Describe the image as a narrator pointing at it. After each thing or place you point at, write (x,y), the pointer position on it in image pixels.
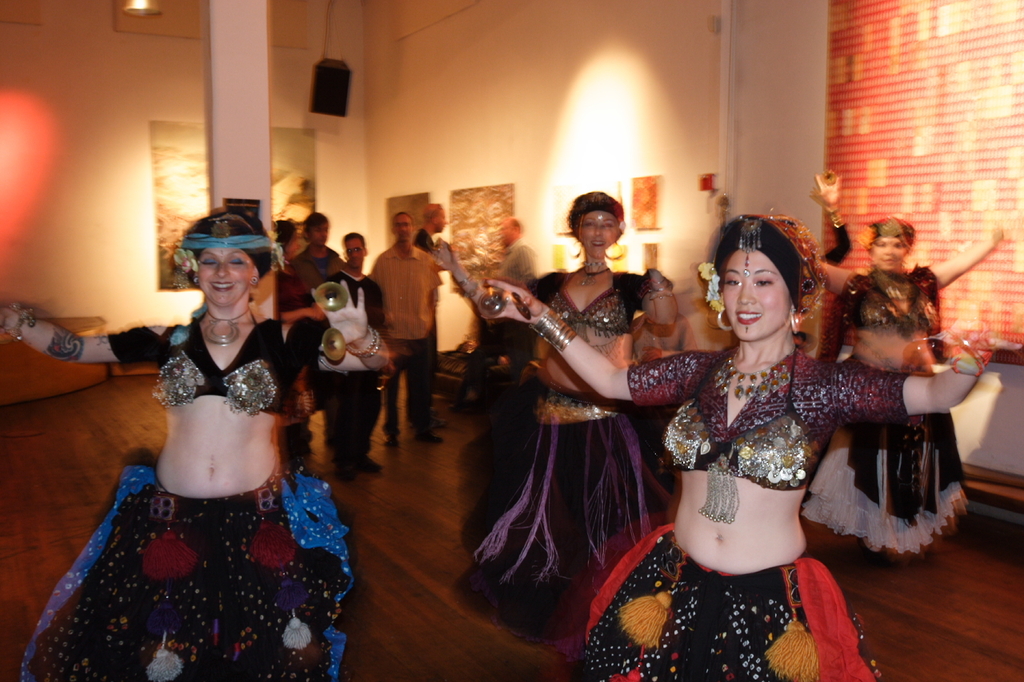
In this image we can see group of women (652,447) dancing on the floor (433,647). In the background (383,263) persons (299,260), speakers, photo frames (276,168) and wall (395,147).
